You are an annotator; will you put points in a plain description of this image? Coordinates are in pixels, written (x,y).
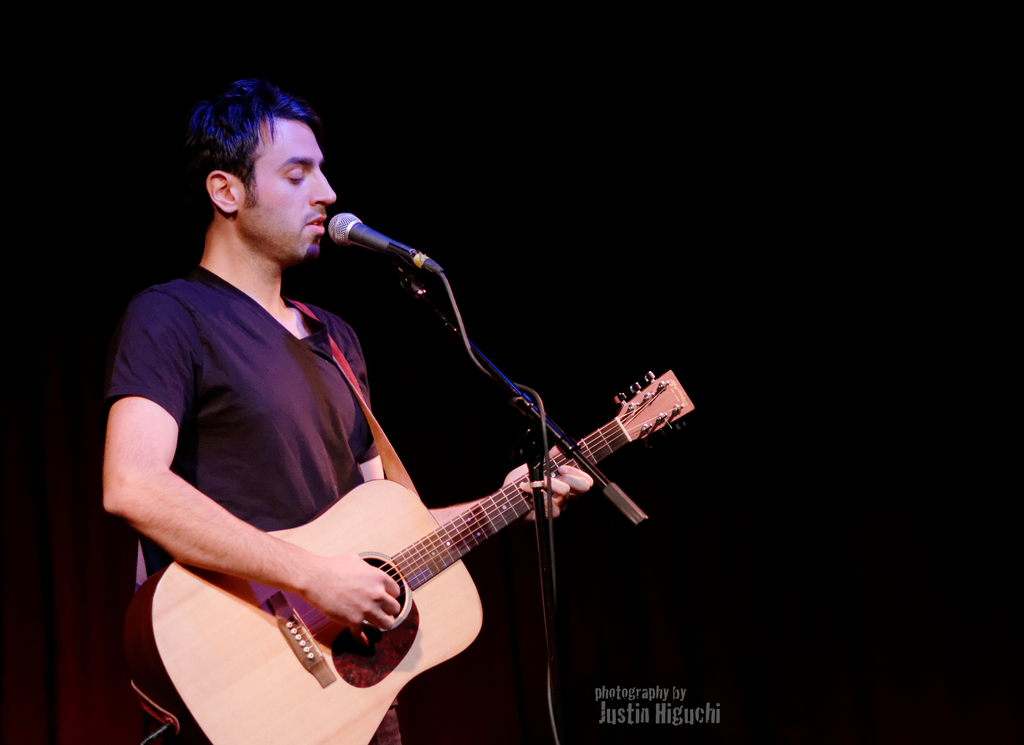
In this Image I see a man (154,491) who is standing and he is holding a guitar (361,666), I can also see that he is standing in front of a mic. In the background (185,204) it is black.
